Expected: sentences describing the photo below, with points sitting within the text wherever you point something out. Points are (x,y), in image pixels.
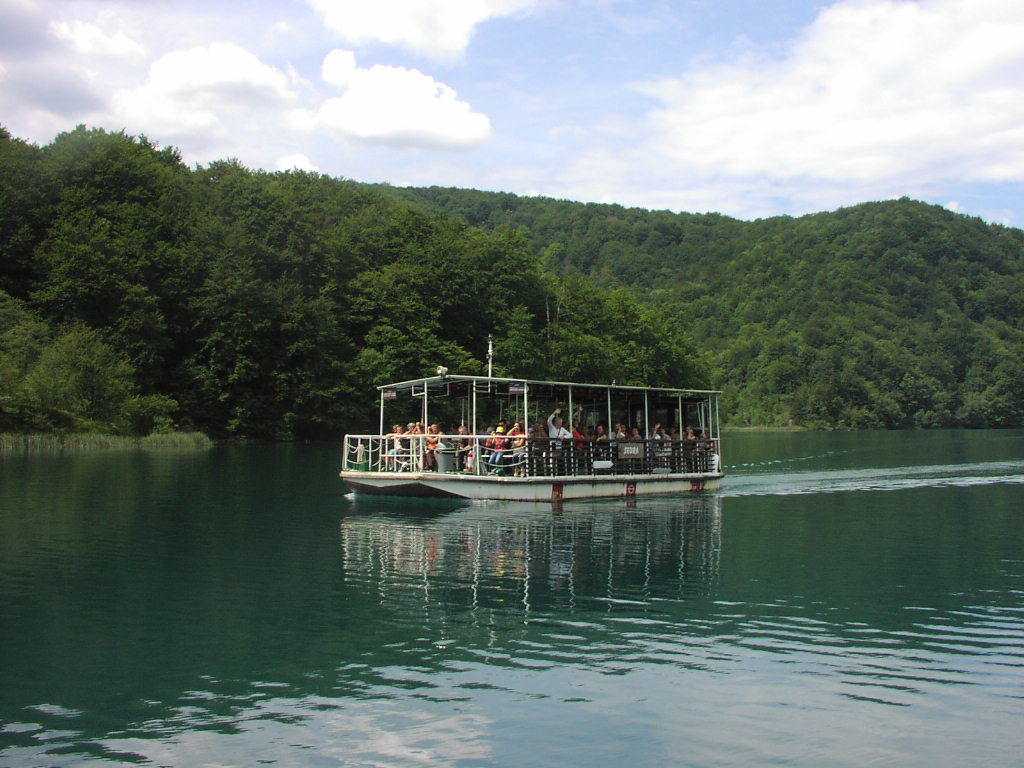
In this image we can see a ship (484,494) on the water (400,538), there are so many people (393,459) in the ship (473,444), also we can see the trees (531,235) and the sky (531,149) with clouds (529,179).
